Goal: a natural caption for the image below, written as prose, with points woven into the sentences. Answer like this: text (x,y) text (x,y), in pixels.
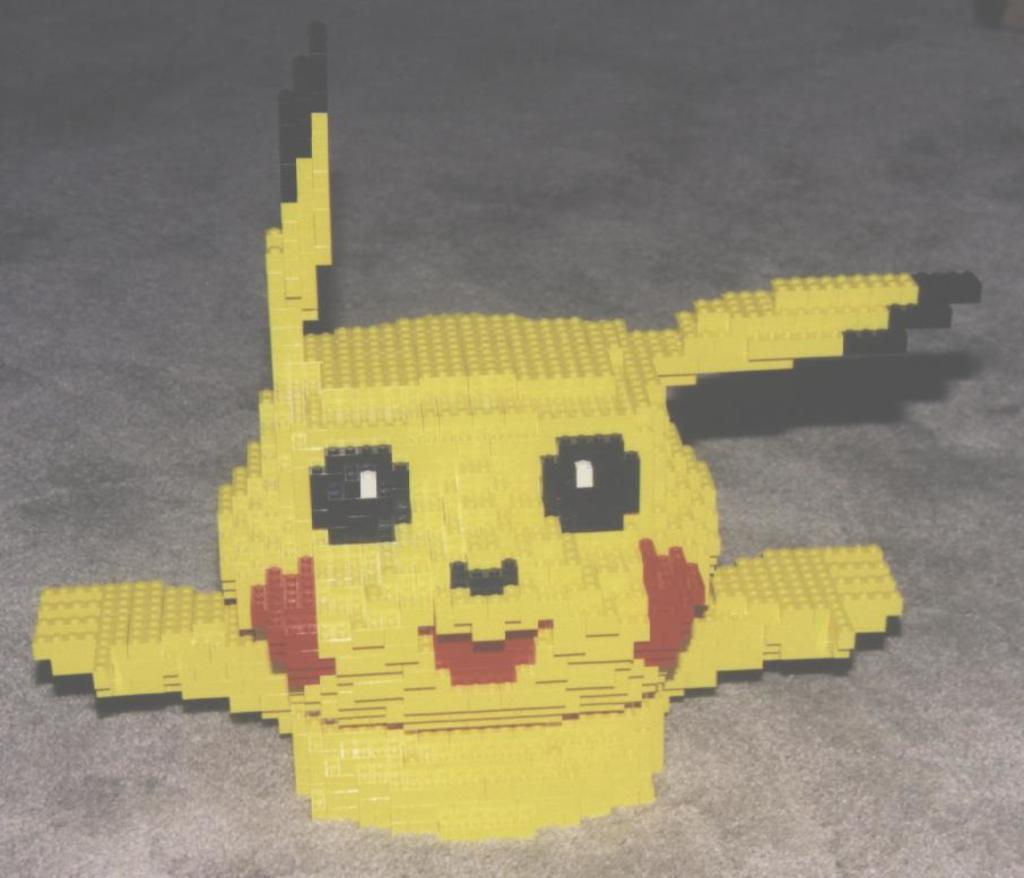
In this image I can see the lego (353,505) which is in yellow, red, black and white color. It is on the ash color surface (622,214).
